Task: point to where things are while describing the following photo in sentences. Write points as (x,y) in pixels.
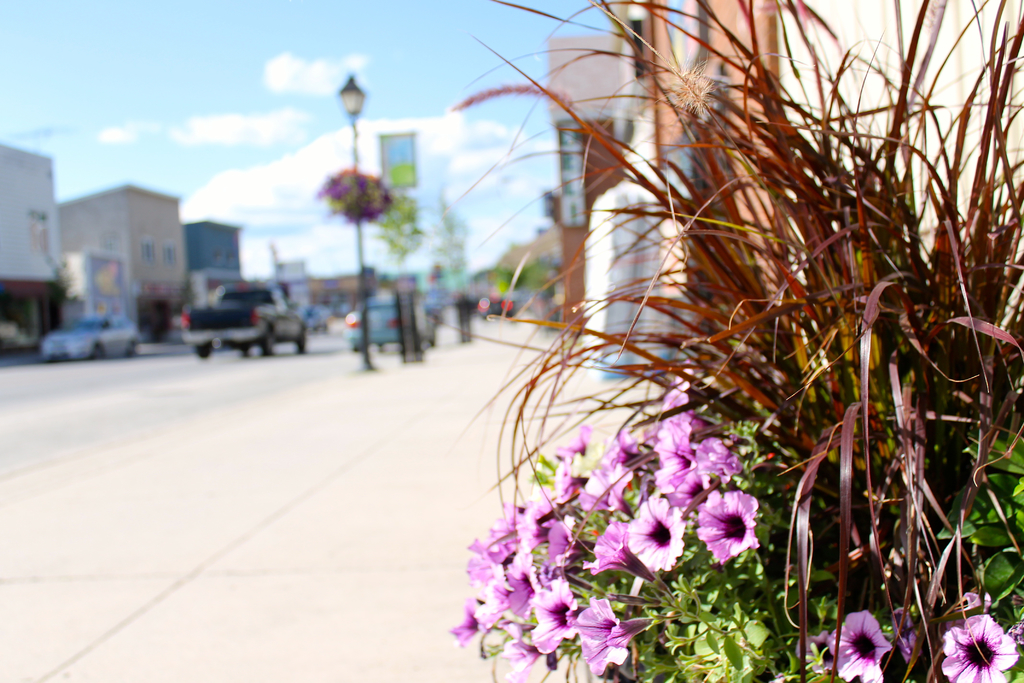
In this image, in the right corner (879,304), we can see plant (967,496) with some flowers (887,649) and the flowers (674,521) are in pink in color. On the right side (733,29), we can also see a building (768,47), board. In the middle of the image (399,258), we can see a street light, pole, plant (372,197) with some flowers (364,179), plants (450,233) and a board (399,166). On the left side (221,310), we can see few vehicles (314,321) which are moving on the road (162,390). On the left side (104,245), we can see some buildings (150,252), window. In the background (343,275), we can see some trees (447,251), buildings (289,289). At the top (335,105), we can see a sky (323,105) which is a bit cloudy, at the bottom (167,472), we can see a road (51,403) and a footpath (375,431).
